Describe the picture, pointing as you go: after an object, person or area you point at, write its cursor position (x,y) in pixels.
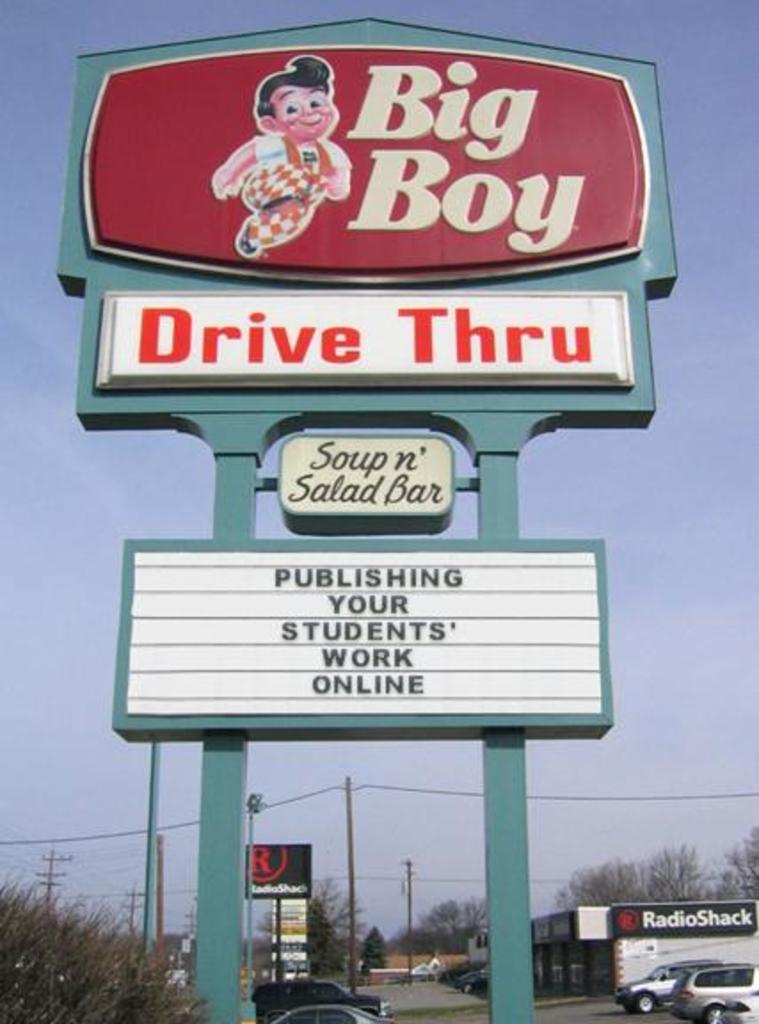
In this image we can see a board (396,305) with text (381,166) and image (295,171), there are few cars (736,992) parked on the road (431,997) and there are few trees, a building (637,934) with text (682,927) and few poles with wire (447,879) and sky (639,552) in the background (593,514).
